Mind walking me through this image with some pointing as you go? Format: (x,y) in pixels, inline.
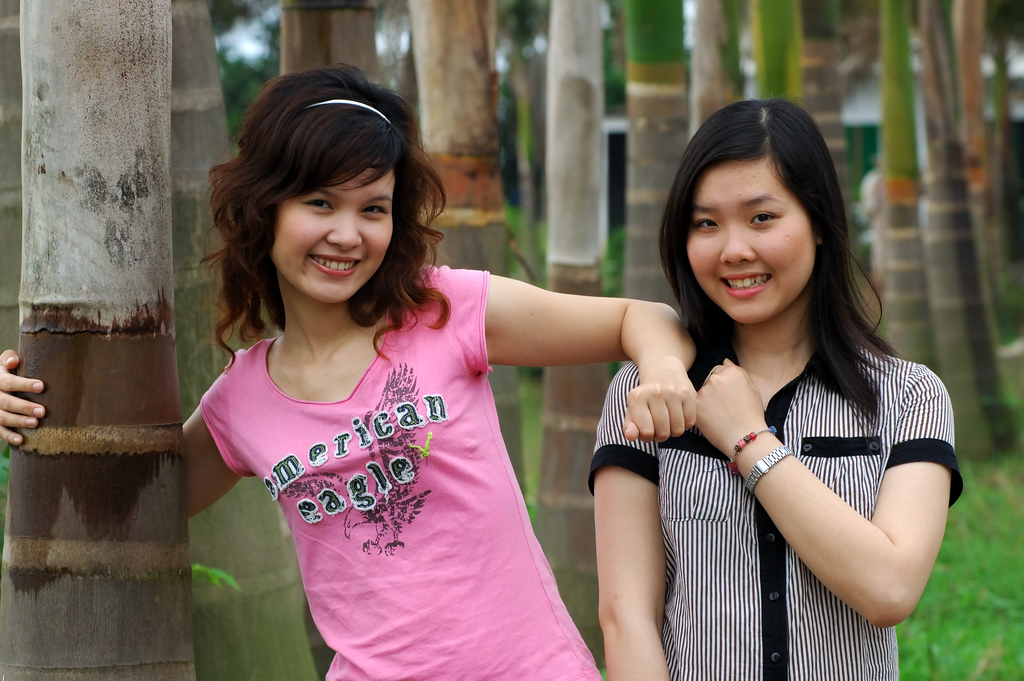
In this image I can see two women (346,332) are standing in the front (547,360) and I can also see smile (751,278) on their faces (794,262). I can also see number of trees (966,160) and on the bottom right side of this image (967,474) I can see grass (1014,550). I can also see this image is little bit blurry in the background (561,59).
